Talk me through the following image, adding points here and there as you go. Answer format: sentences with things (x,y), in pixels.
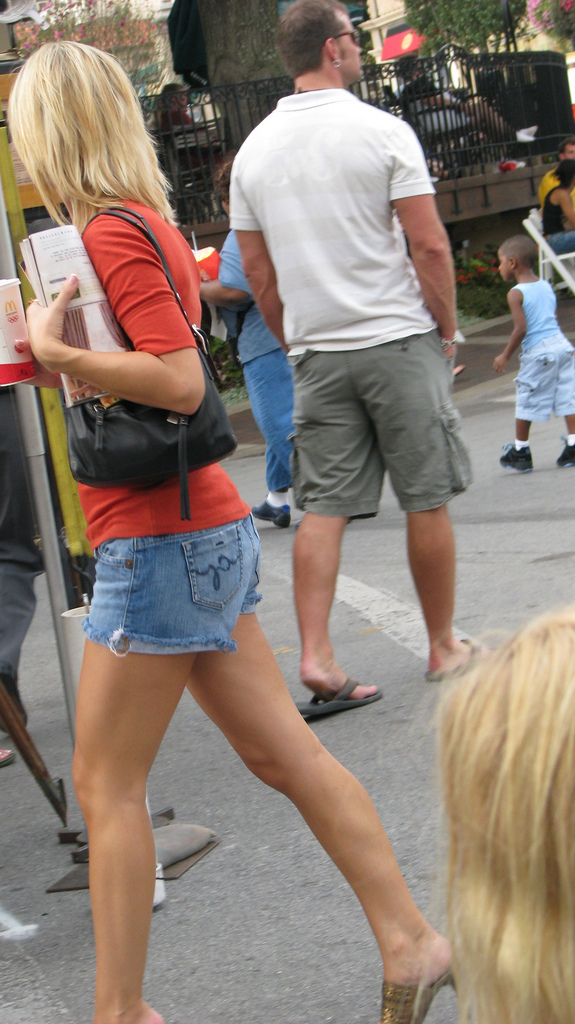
In this picture we can see persons (186,667) walking on the road (366,577) and in the background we can see a fence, trees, buildings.
